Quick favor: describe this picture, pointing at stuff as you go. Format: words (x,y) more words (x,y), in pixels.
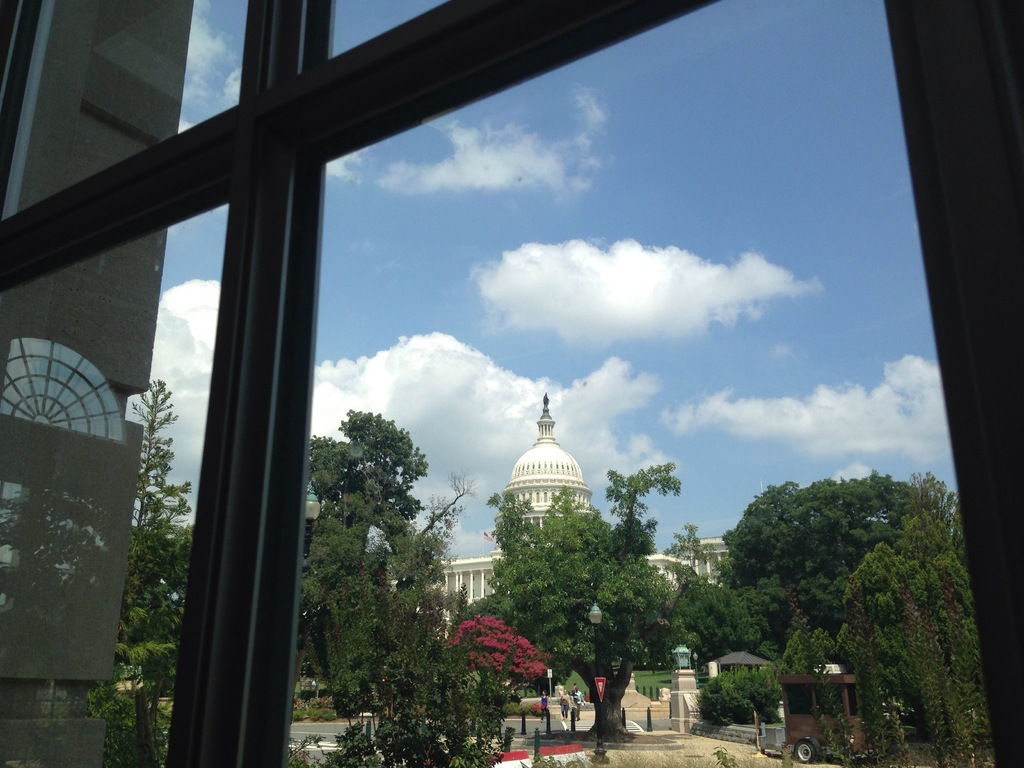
In this picture there is a glass window (607,463), through the window (579,370) I can see the building (587,501), trees (633,639) and the sky (572,211) with clouds (598,306).
